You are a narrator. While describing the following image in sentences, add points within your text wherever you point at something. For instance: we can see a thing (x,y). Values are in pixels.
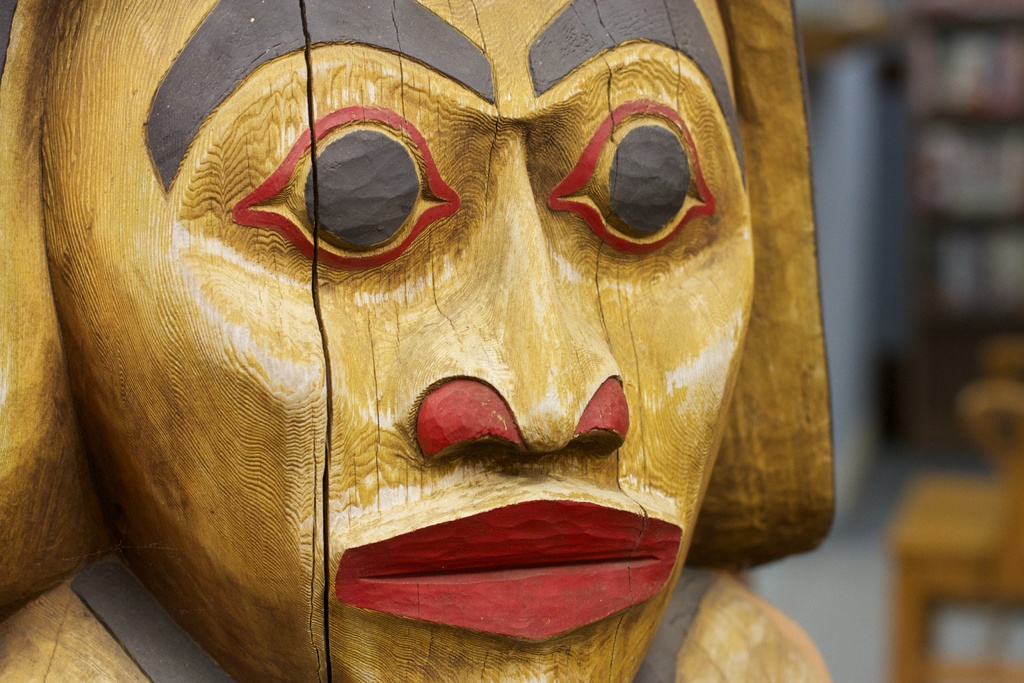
It is the statue (419,396) in gold color. The eyes (629,190) are in black color, the mouth (545,605), nose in red color.
